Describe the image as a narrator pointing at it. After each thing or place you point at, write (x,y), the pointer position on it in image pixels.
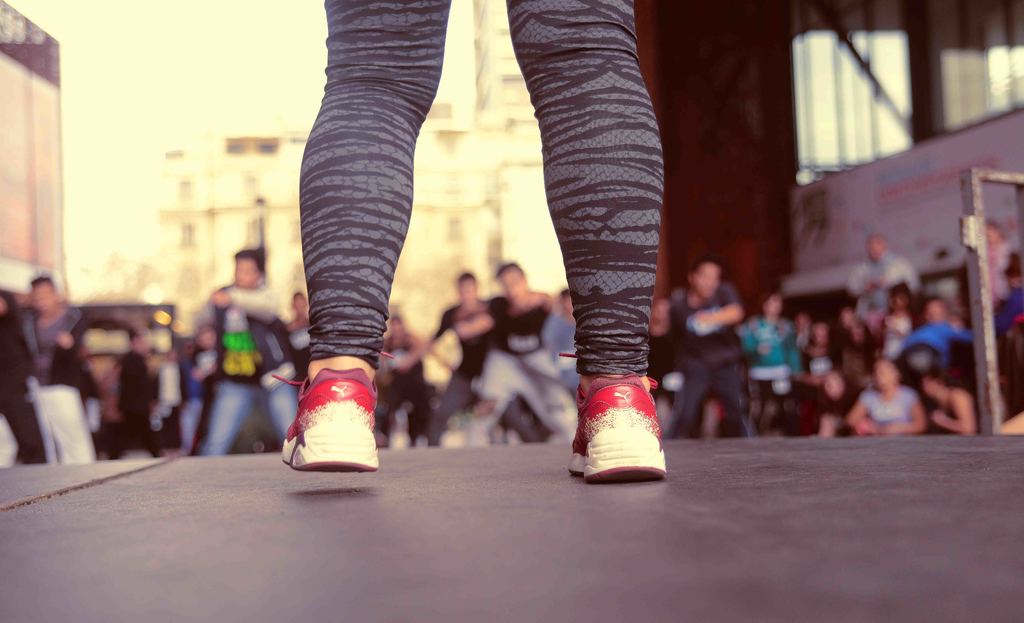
In this picture, we can see a few people (512,377) in the background (487,377), and we can see person legs (355,336) highlighted, and the blurred background (463,237) with the ground (434,477), buildings (958,250), metallic object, and the sky (311,105).
